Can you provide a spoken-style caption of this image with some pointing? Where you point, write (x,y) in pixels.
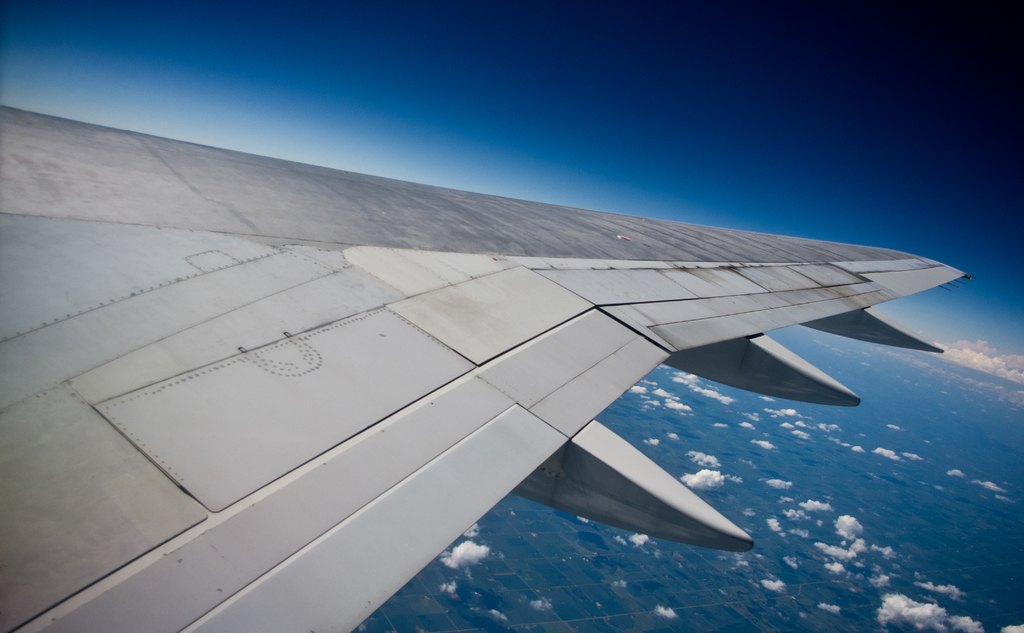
In this image we can see the wing part (718,513) of airplane (162,513). There are clouds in the sky (984,264).
